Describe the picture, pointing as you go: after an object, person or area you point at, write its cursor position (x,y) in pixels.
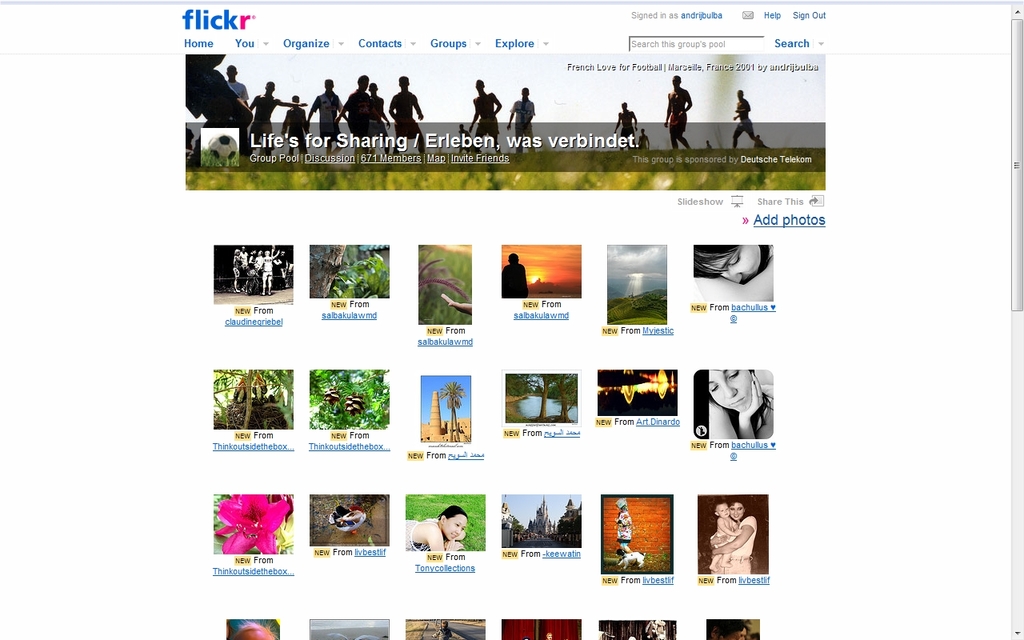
This is a screenshot in this image there are a group of people (274,109) and there is some text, flowers (275,519), sun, trees (364,405) and some other objects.
